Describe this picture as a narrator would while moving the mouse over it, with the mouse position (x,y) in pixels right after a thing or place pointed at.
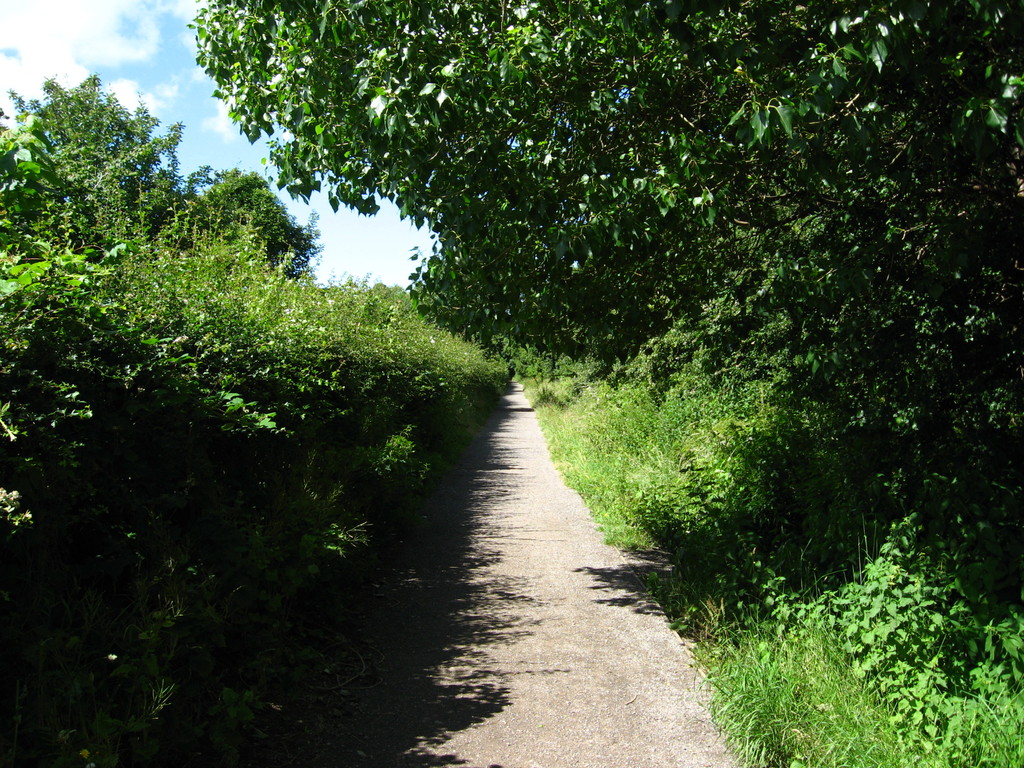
There is a path (472,580) in the center of the image (499,479), there are plants (58,334), trees (491,309) and the sky (336,257) in the background (652,314).
